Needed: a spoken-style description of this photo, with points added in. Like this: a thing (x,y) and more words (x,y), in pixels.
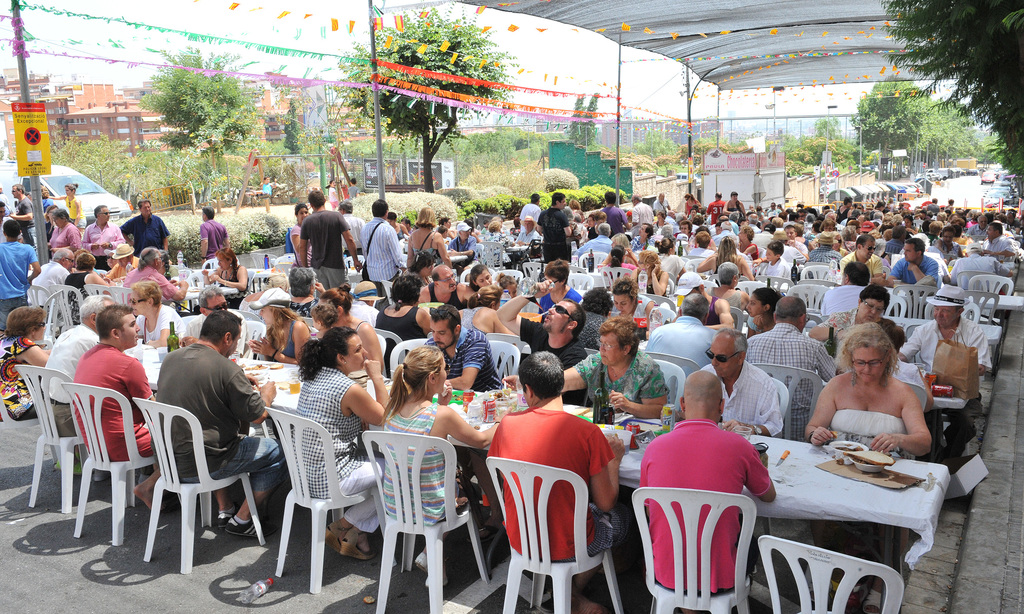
People (531,369) are sitting around the table (775,479) in the chair (698,500) and on the table (844,505) there is bowl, knife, food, in the back there are trees (108,177), building (99,130), car (85,195).
